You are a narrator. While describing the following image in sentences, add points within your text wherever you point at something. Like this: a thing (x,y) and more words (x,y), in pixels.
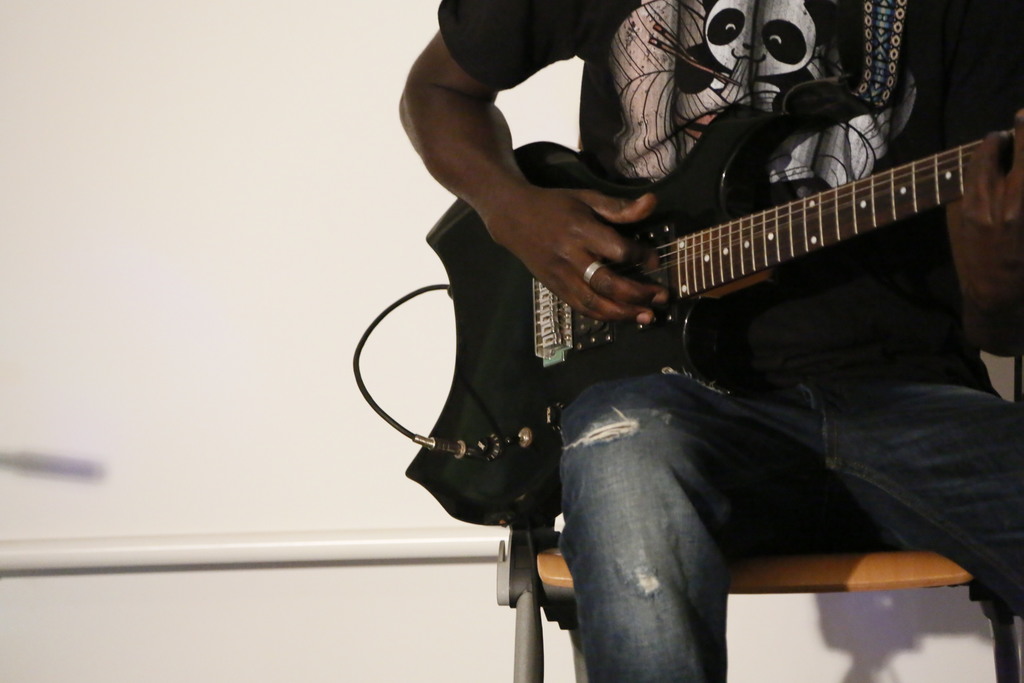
In this picture there is a person (758,487) sitting on the chair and holding guitar (584,354). On the background (224,394) we can see wall (256,178).
